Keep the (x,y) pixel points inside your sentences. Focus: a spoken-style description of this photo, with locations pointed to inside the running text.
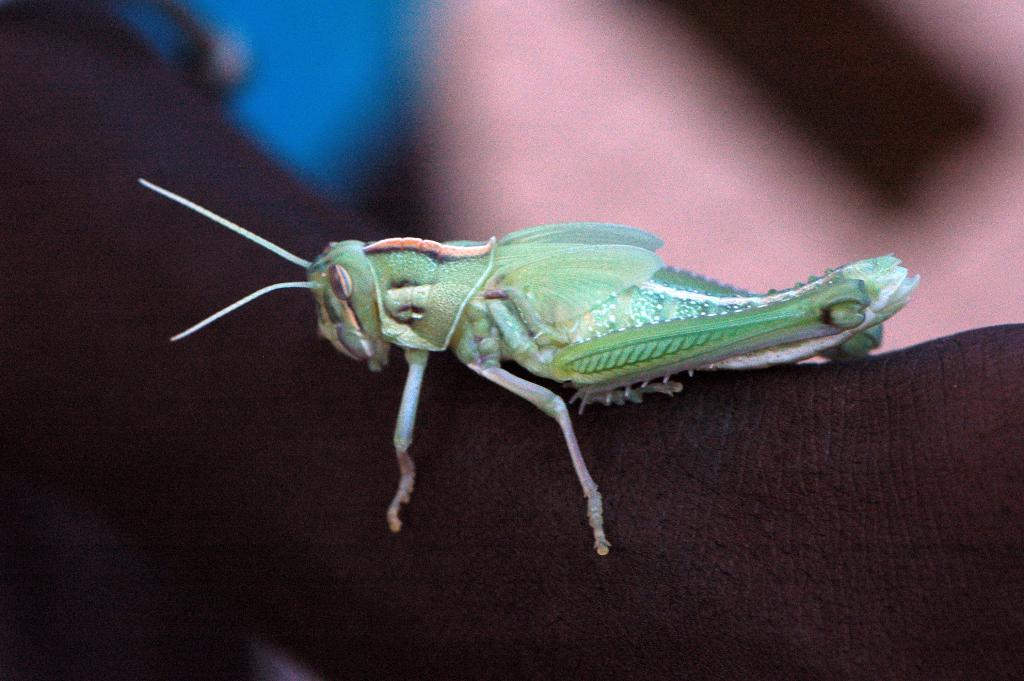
In this image, I can see a grasshopper (414,341) on a person's hand (429,428). There is a blurred background (328,87).
